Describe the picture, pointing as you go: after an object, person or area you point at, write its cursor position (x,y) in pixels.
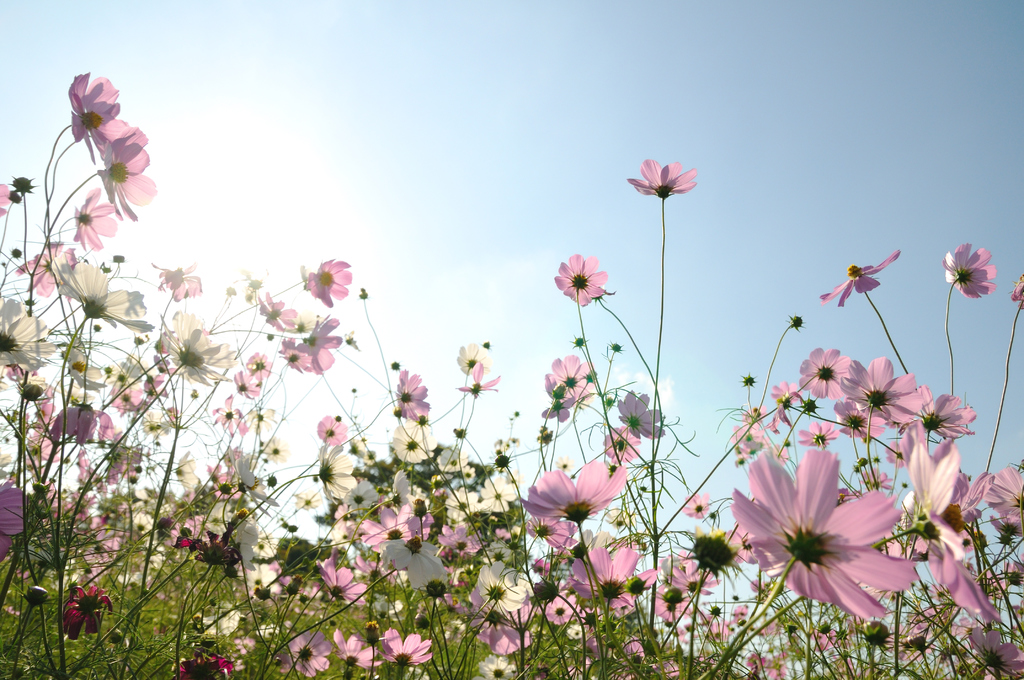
In this picture there are flowers (563,462) and buds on the plants (396,627). At the top (503,85) there is sky (467,62) and there are clouds (485,305) and the flowers (85,225) are in pink, white and in red colors.
